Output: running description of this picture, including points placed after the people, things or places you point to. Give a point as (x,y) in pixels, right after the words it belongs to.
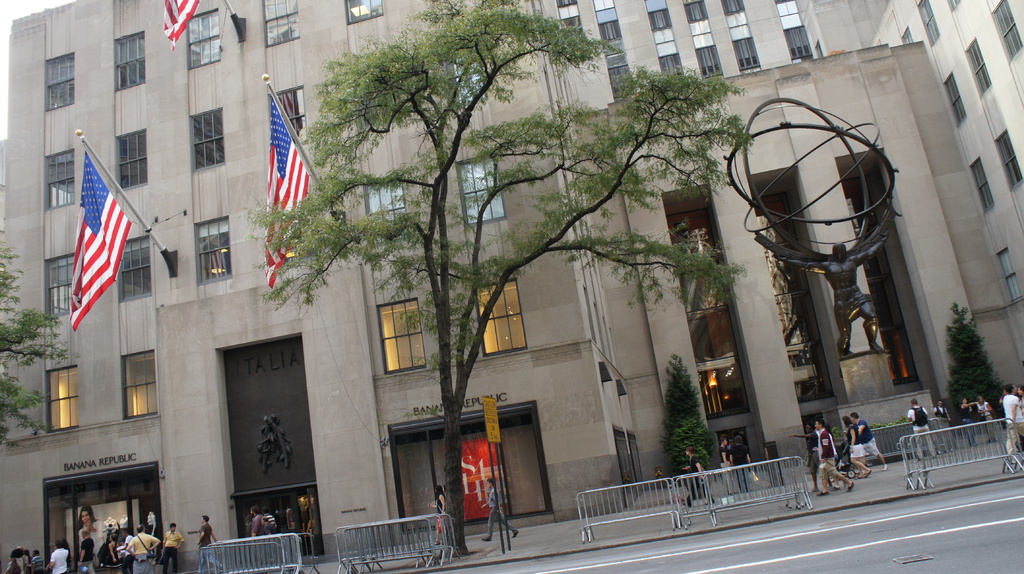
In the picture I can see the buildings (886,6) and glass windows (195,35). I can see the flag poles (300,149) on the wall (229,176) of the building (480,112). There is a statue (861,184) of a person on the right side (882,203). I can see a few people (940,416) walking on the side of the road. I can see the trees (445,281) on the side of the road (740,540). I can see the stainless steel barricades (611,523) on the side of the road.
